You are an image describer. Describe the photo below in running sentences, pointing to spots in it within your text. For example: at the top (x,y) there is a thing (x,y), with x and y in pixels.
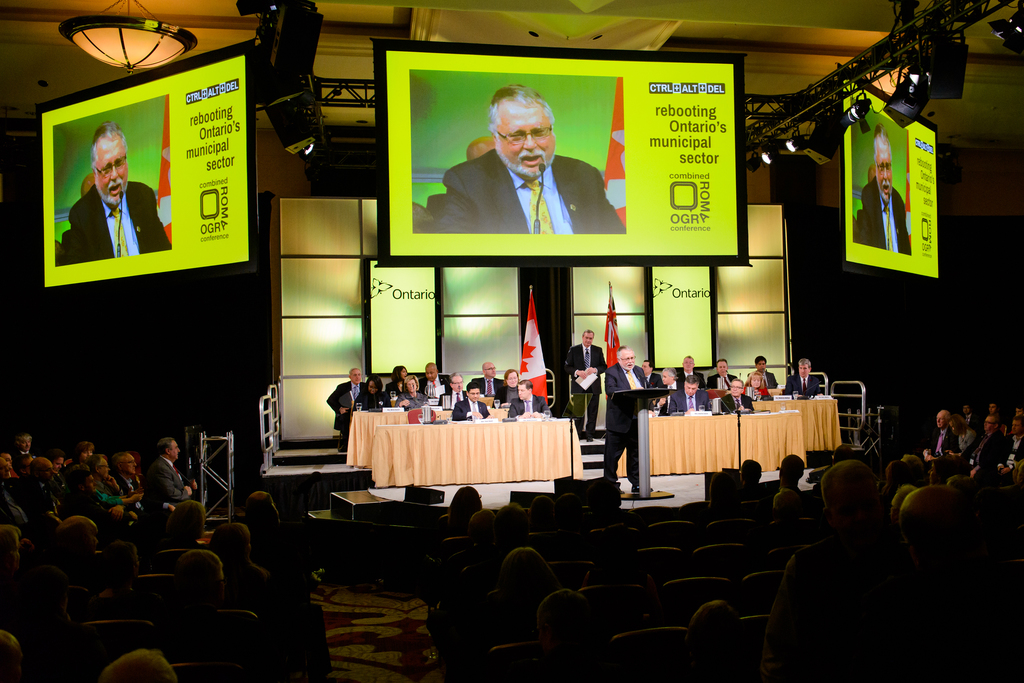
In the middle of this image (433,383) I can see few people (412,383) are sitting on the chairs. In front of these people (482,415) I can see few tables (455,443) which are covered with the clothes (719,436). Two persons (613,404) are standing. This is a stage (677,487) at the back of these people (586,338) I can see two flags (607,346) and also there is a board (366,301). At the bottom of the image (129,605) I can see many people (210,604) are sitting in the dark. At the top (132,162) I can see three screens (541,162) and lights (792,151) which are attached to the metal rods (750,108).
